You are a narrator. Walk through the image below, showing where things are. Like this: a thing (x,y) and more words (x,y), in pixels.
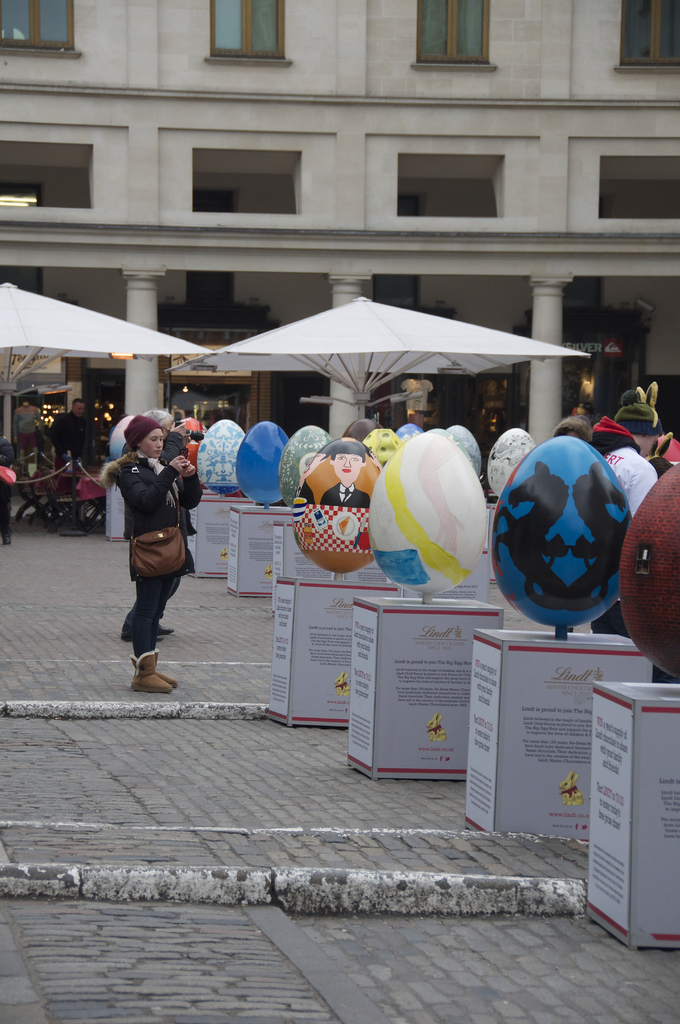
In this image I can see eggs stands (421,709), crowd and umbrella huts (455,348). In the background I can see a building (104,192) and windows (35,4). This image is taken during a day.
